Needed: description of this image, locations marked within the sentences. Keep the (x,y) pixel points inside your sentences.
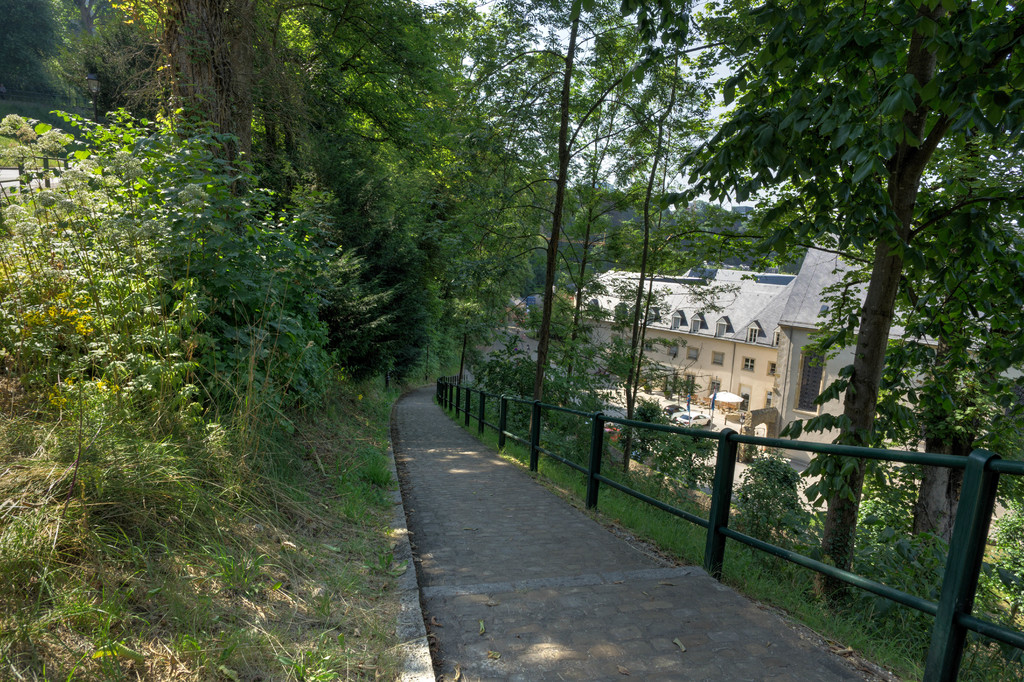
In this image there is a path (564,562). Right side (715,566) there is a fence (767,548). There are vehicles (686,420) on the road (740,428). Right side (789,353) there is a building (804,335). Background (379,353) there are trees (370,292). Left side (262,313) there are plants (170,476) on the land (145,569) having grass (176,579).
